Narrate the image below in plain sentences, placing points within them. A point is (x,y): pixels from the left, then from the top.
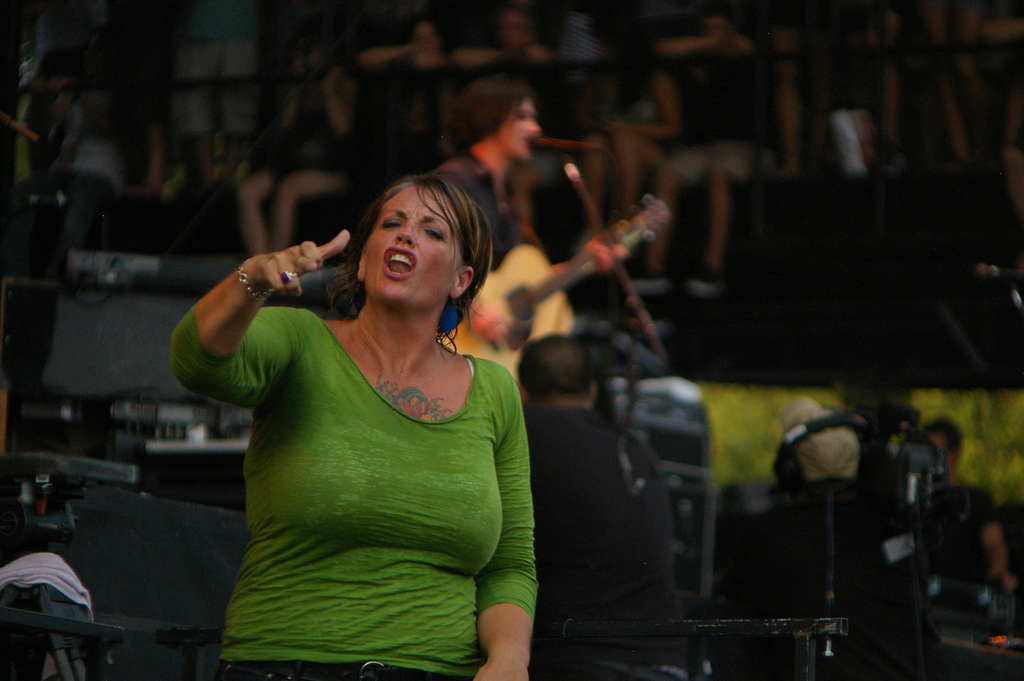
In this image I see a woman (339,418) who is wearing green top (328,405) and I see that it is blurred in the background (821,191) and I see number of people (753,113) and I see that this person (492,338) is holding a guitar (521,279) in hands (481,317).
